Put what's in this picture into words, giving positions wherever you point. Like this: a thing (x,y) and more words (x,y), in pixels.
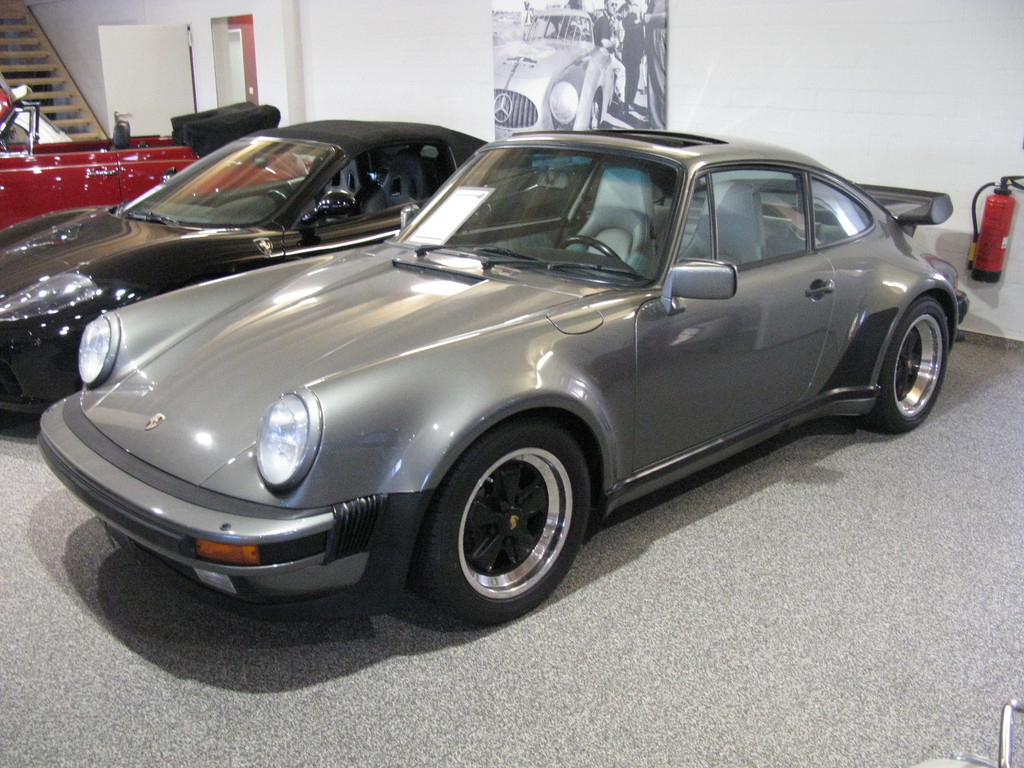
In this picture we can see cars (294,558) on the floor (921,536), fire extinguisher (972,204), door (116,68), steps (4,64) and in the background (622,14) we can see a poster (616,25) on the wall (854,62).
